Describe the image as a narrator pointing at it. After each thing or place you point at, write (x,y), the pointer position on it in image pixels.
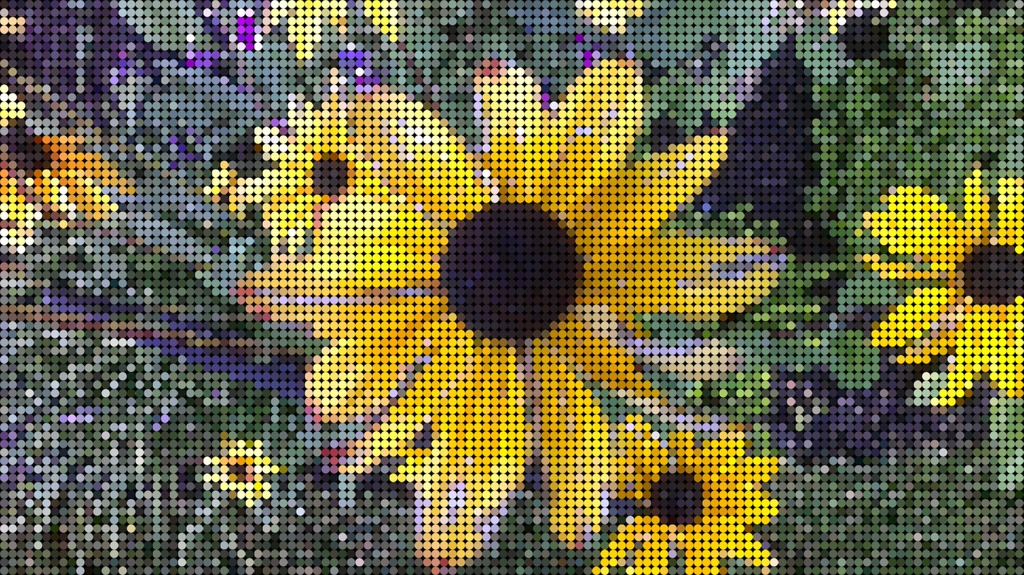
In this image I can see few sunflowers (561,364). They are in yellow and black color. Background (434,48) is in different color.
